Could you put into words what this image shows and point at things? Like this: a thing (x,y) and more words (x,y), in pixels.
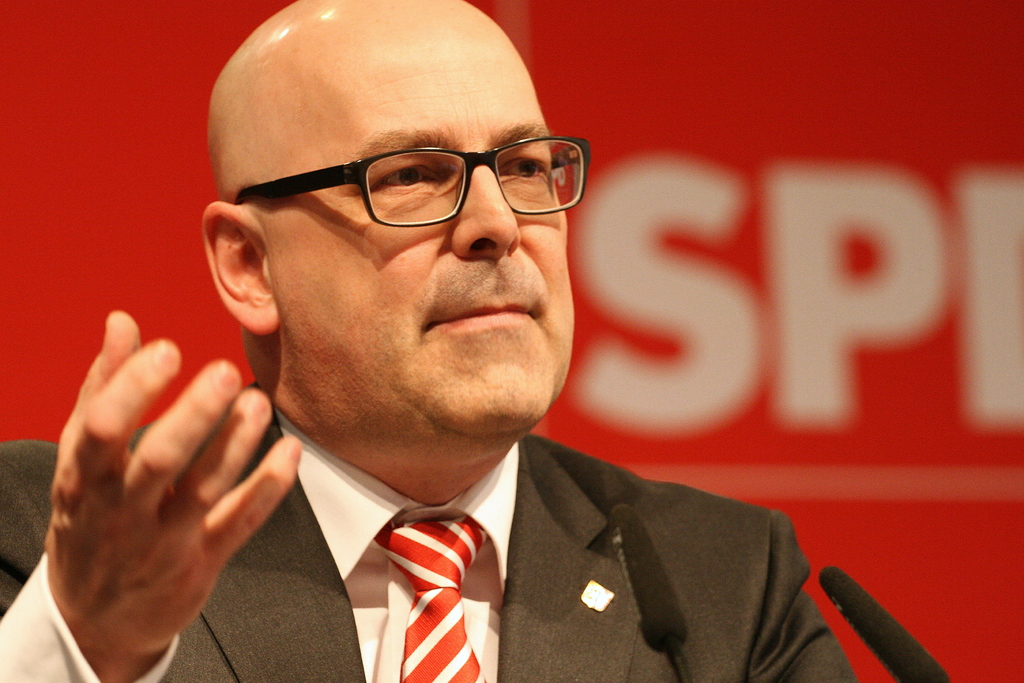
In this image I can see a man (455,643) wearing black color suit (311,618), white color shirt (351,568) and red color tie (437,594) and looking at the right side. In the background (688,109), I can see a red color board (802,91) on which I can see some text (672,303) in white color.
